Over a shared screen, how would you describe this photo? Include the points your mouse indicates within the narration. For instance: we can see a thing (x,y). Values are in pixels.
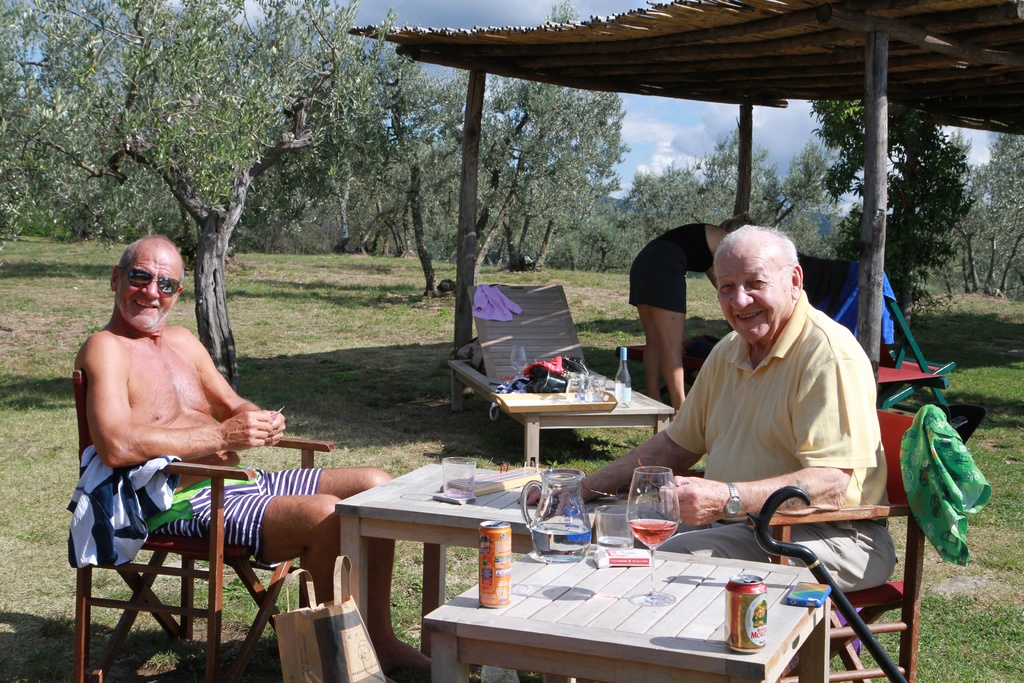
In the picture there is a tree (215,96) with lots of branches (220,109), There is a grass (279,306) some land (287,366) over that and a man (156,365) sitting on the chair (230,467), smiling. He wear a shades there is a table (381,510) over here, glass (455,486) and another man (713,424) sitting on the chair (824,518) he wearing a watch (735,508) and he is also smiling. There is a tin (745,616) over here. There is a bag (325,638) here. And a woman (656,324) is standing in the backside of them. There is a bottle (621,389) in the bench (666,407). Sky (655,128) is cloudy there are many clouds (712,128) in the sky (712,133).
